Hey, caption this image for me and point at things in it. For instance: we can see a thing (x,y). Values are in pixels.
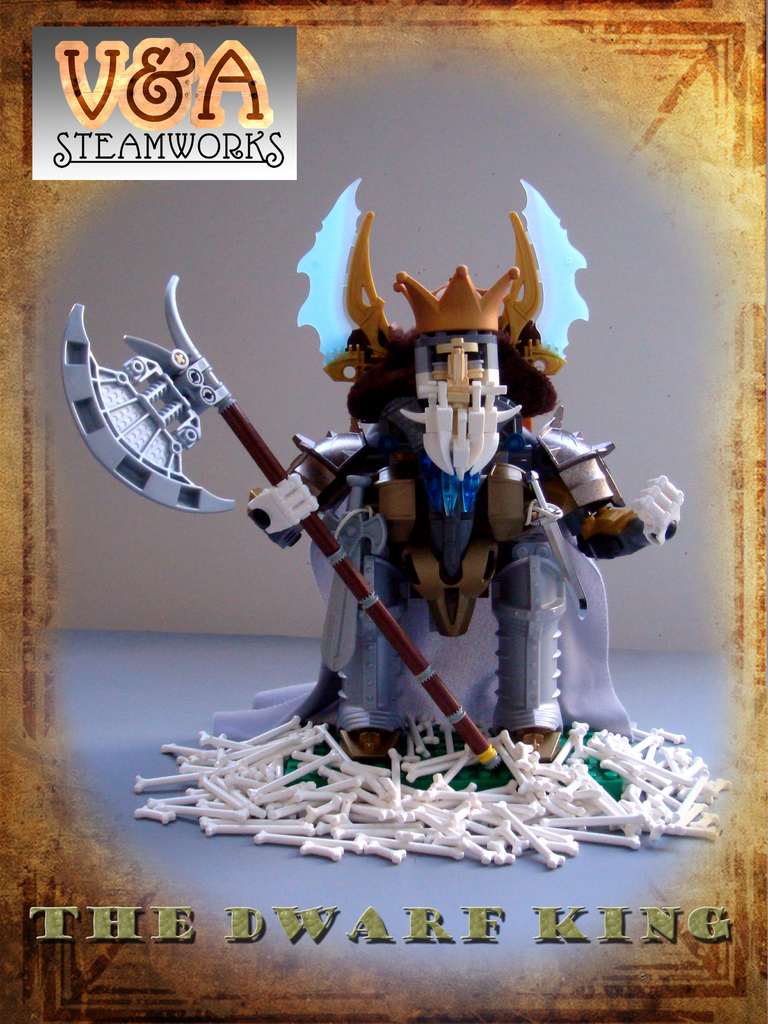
This is a poster (214,694). On that there is a toy (418,504) holding a battle axe (112,440). There are some bones (332,805). And something is written on that.
